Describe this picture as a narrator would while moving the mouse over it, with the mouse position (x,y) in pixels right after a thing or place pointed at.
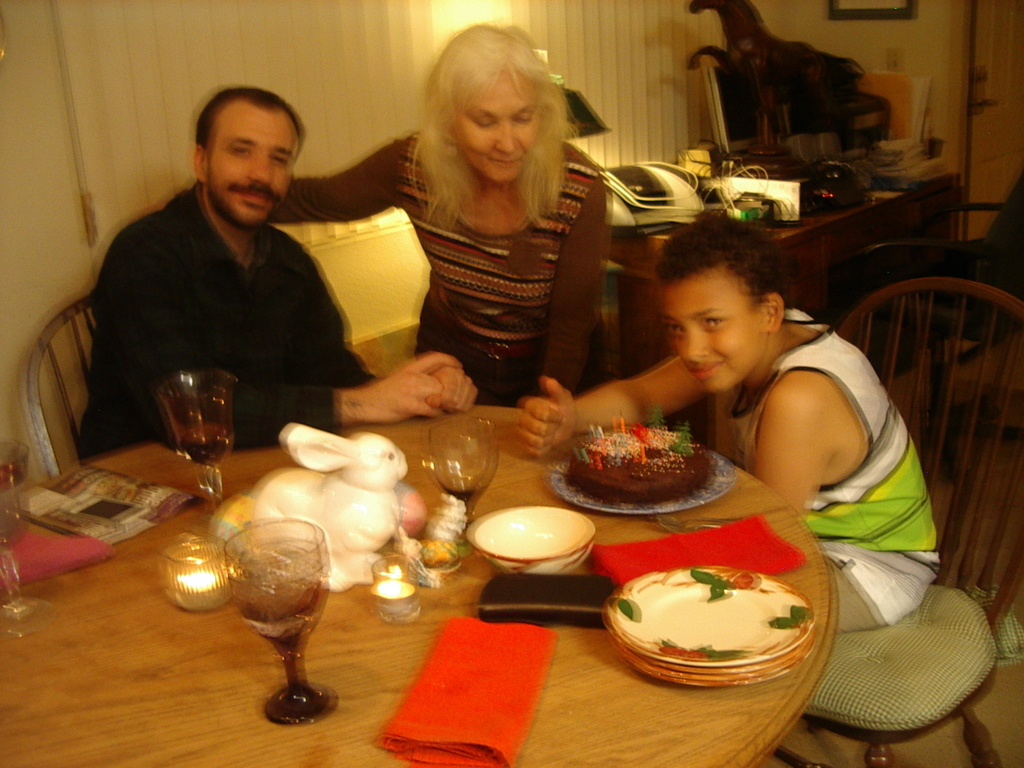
It is a room (42,244) inside the house (609,506), there is a table (611,522) and there are three people (452,374) around the table (495,422) a boy (841,463), a woman (513,284) and a man (327,299) there are four glasses (221,412), a toy (350,494), a napkin (499,661), plates (715,592) and cake (638,486) and few candles (199,556) on the table (154,574). Behind them there are some electronic gadgets (793,202) placed on the table (859,213) and also a statue (788,69), in the background (93,43) there is a curtain (540,44), a light (504,19) and a wall (23,203), and also a door (1000,122).
